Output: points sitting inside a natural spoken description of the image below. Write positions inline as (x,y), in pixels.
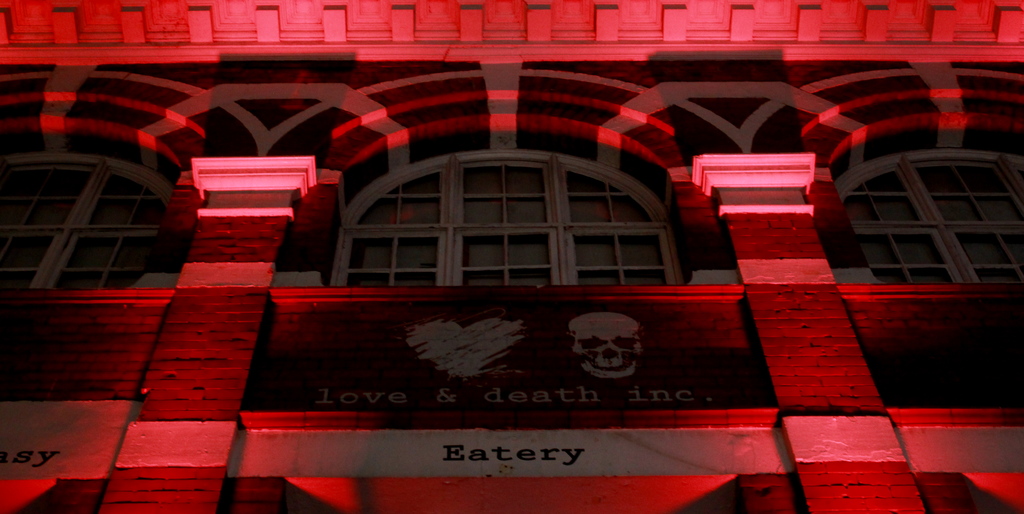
In this image we can see a building (391,387) with some text (448,455) and windows (540,216).
